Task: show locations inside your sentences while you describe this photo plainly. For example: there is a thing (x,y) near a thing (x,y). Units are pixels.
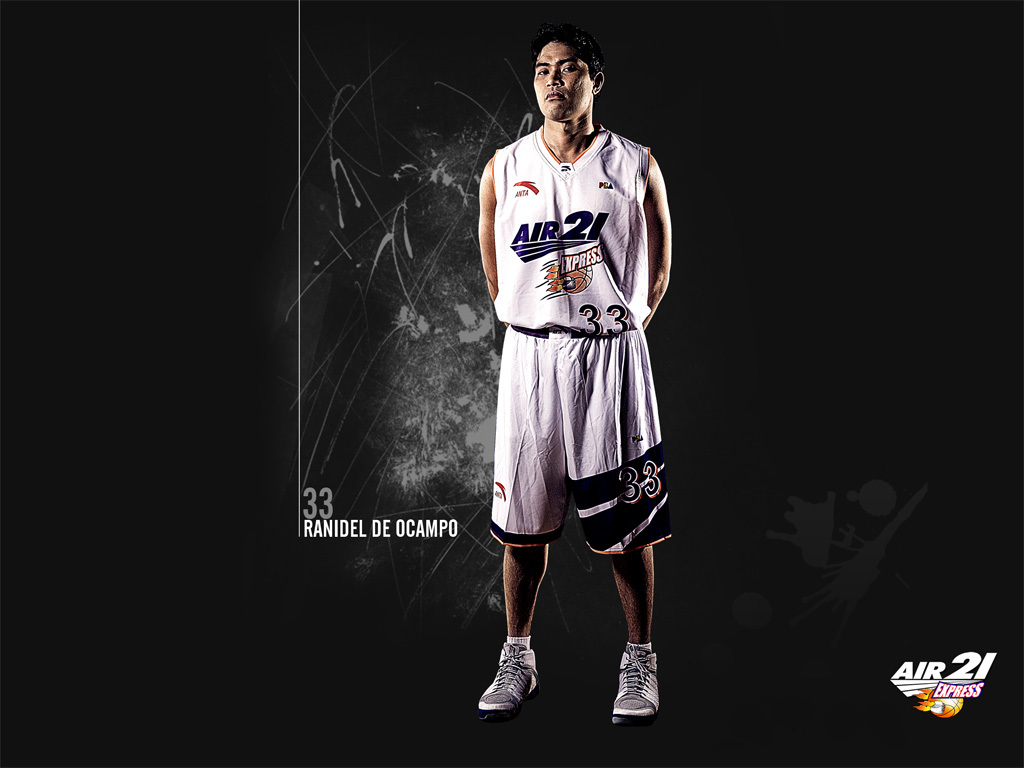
Background (255,91) is dark. Here a person (622,526) is standing. Here we can see watermarks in the image.
